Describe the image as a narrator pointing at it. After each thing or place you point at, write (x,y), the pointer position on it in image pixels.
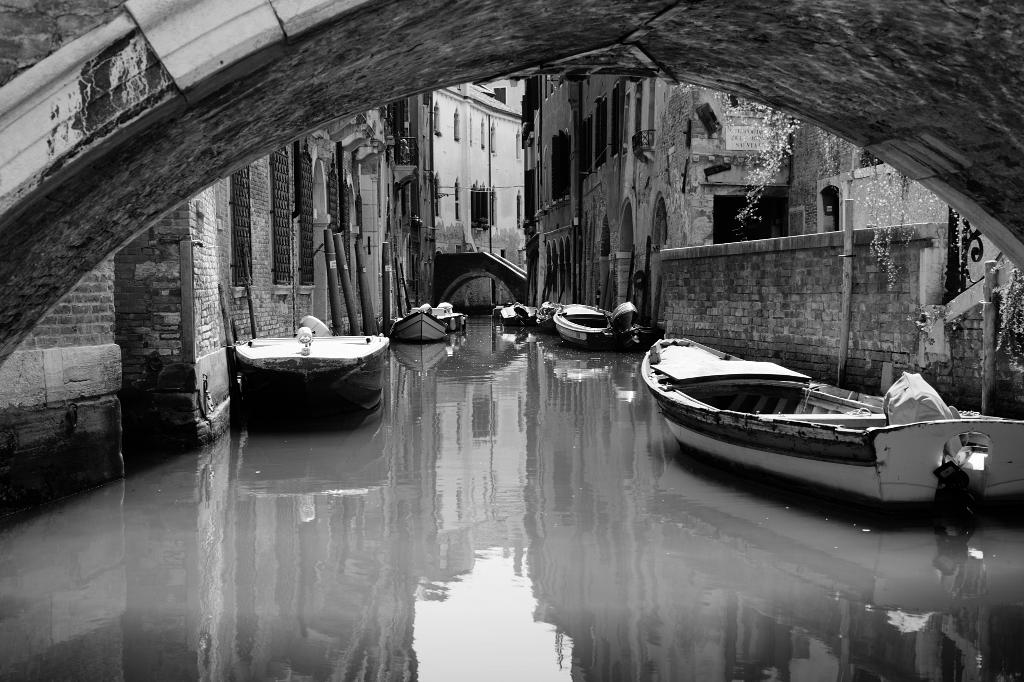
In this image there are boats (311,416) on the water (587,376), and at the background (197,200) there are buildings (526,191) and a bridge (457,256).
